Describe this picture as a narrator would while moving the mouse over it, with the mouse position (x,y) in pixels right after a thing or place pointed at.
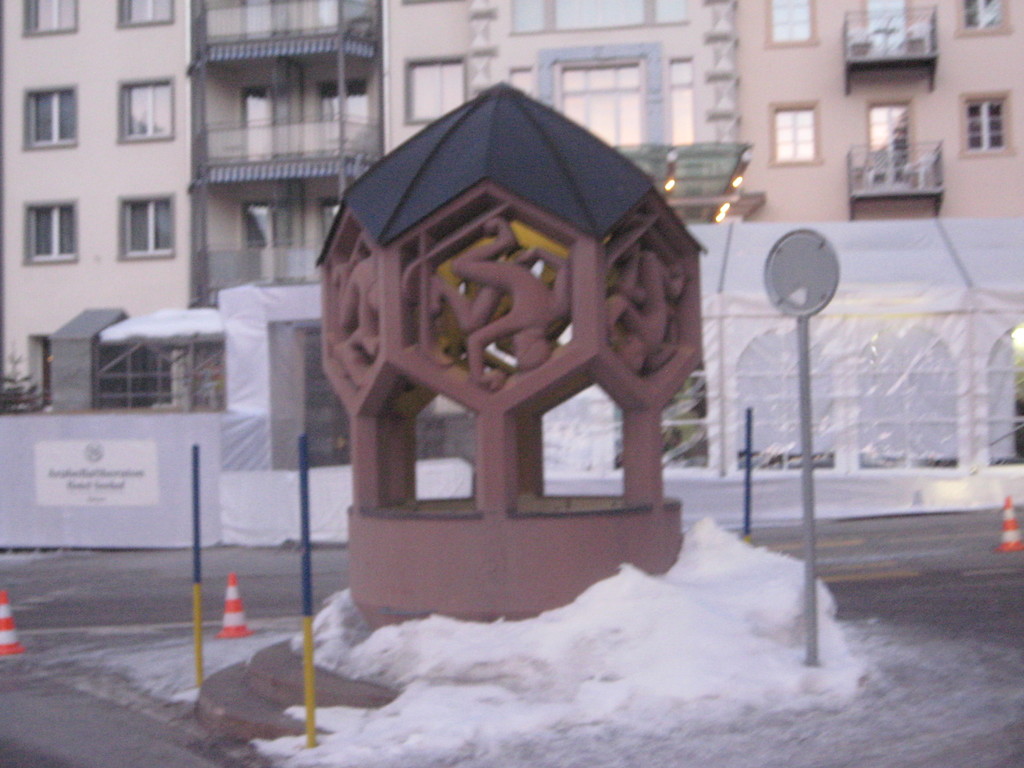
In the center of the image (539,330) there is a concrete structure (552,527). At the bottom of the image (523,650) there is snow (635,671). There are poles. There are safety cones (236,624) on the road (927,650). In the background of the image (145,90) there are buildings (775,110), windows (454,88). There is a white color tent (936,247).
